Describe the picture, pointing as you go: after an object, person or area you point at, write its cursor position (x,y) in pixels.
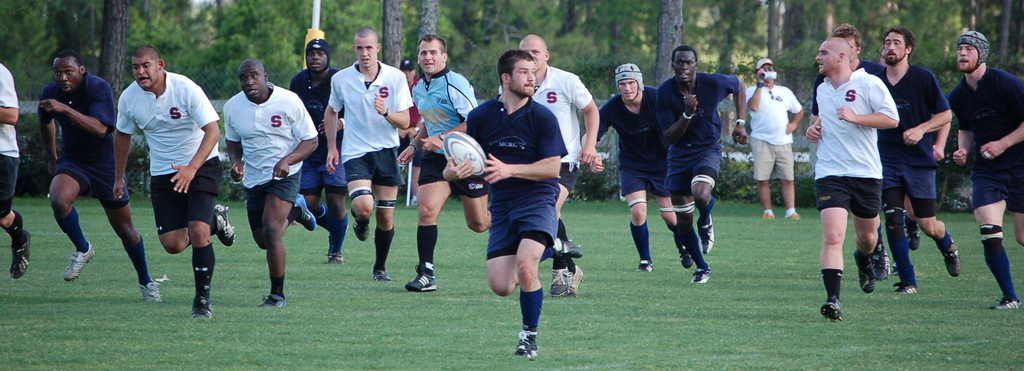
In the image we can see there are people (671,162) who are running on the ground (402,328) and the ground (714,339) is covered with grass (574,319) and a person (525,172) is holding a rugby ball (482,153) in his hand (445,168).
